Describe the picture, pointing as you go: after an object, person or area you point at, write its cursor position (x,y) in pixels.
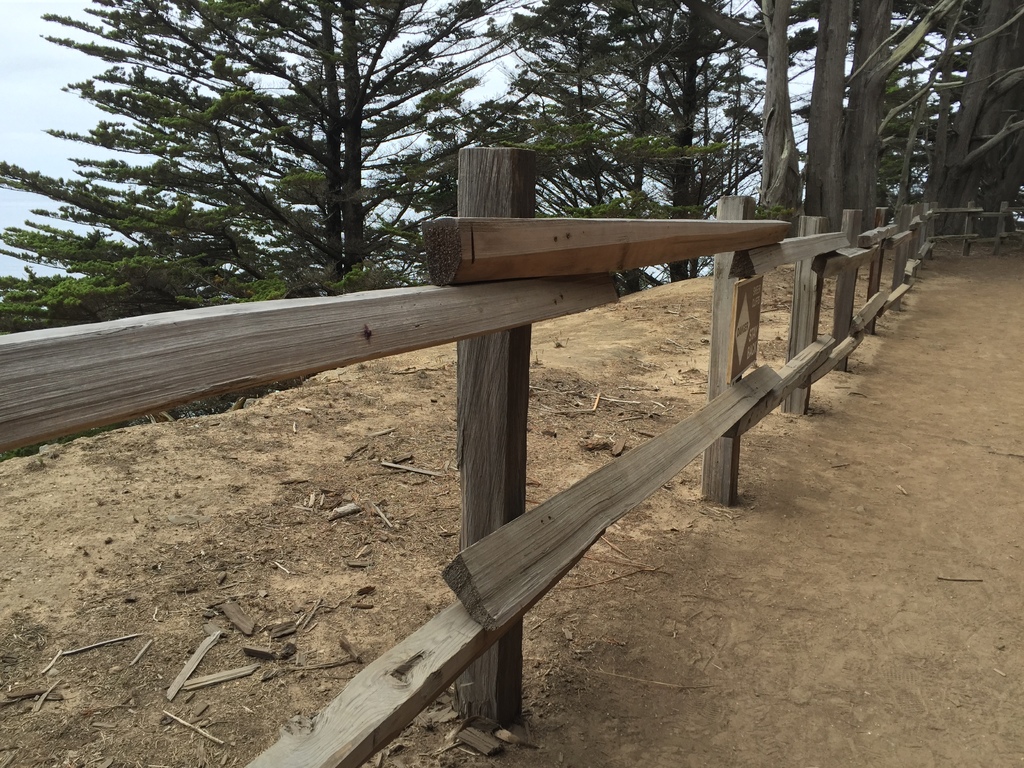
In this picture we can see wooden fence (515,316), in the background (799,180) we can find few trees (784,142).
